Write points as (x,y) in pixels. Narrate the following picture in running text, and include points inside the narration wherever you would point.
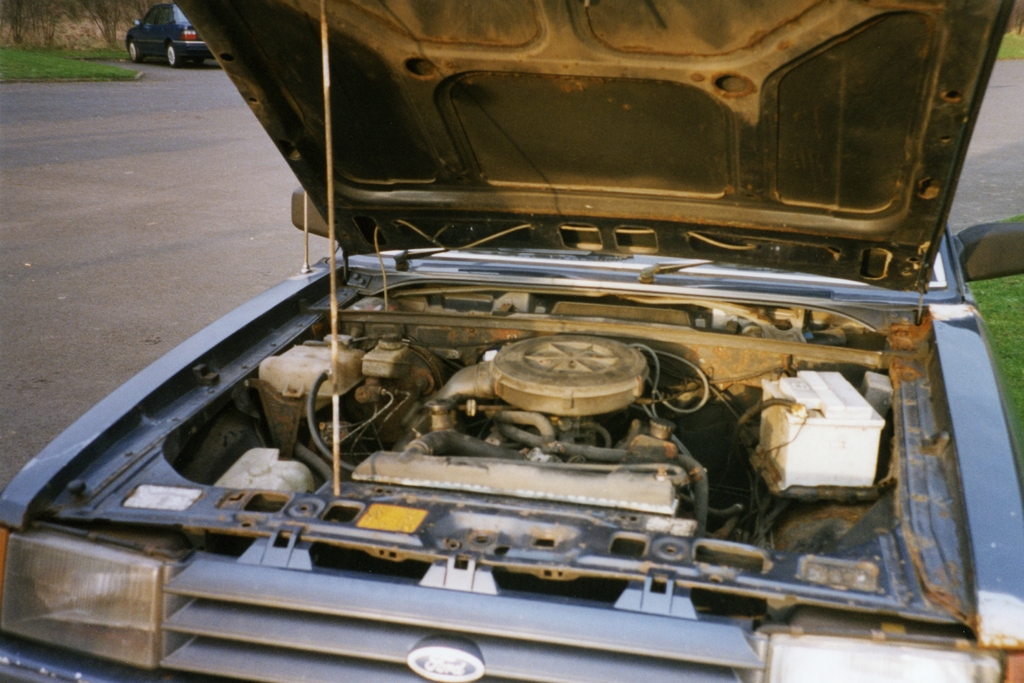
In this image we can see an engine (529,451) of a car (547,429). We can also see headlights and the hood (543,243) of a car (446,394). On the backside (208,189) we can see a car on the road (217,176) and some grass (61,64).
